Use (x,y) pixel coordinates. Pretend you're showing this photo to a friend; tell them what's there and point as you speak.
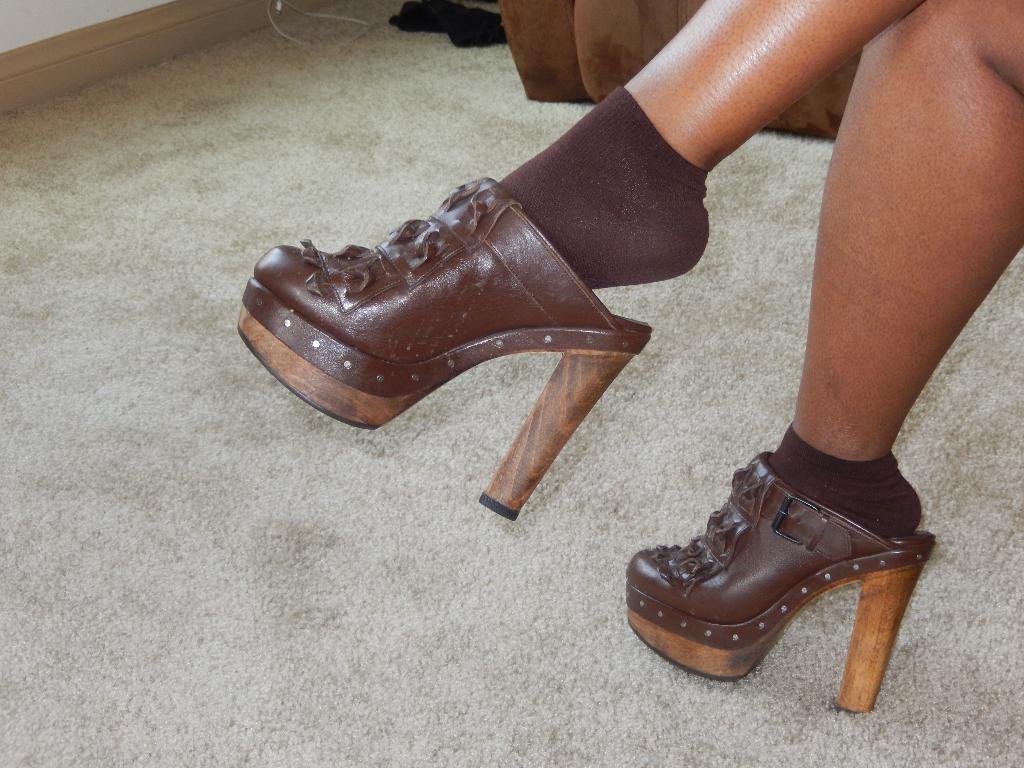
In this picture we can see legs (924,50) of a human (856,177) wearing a brown socks (813,477) and brown colour foot wear (588,374). This is a floor carpet (234,509). This is a wire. Here we can see black cloth (457,31).
